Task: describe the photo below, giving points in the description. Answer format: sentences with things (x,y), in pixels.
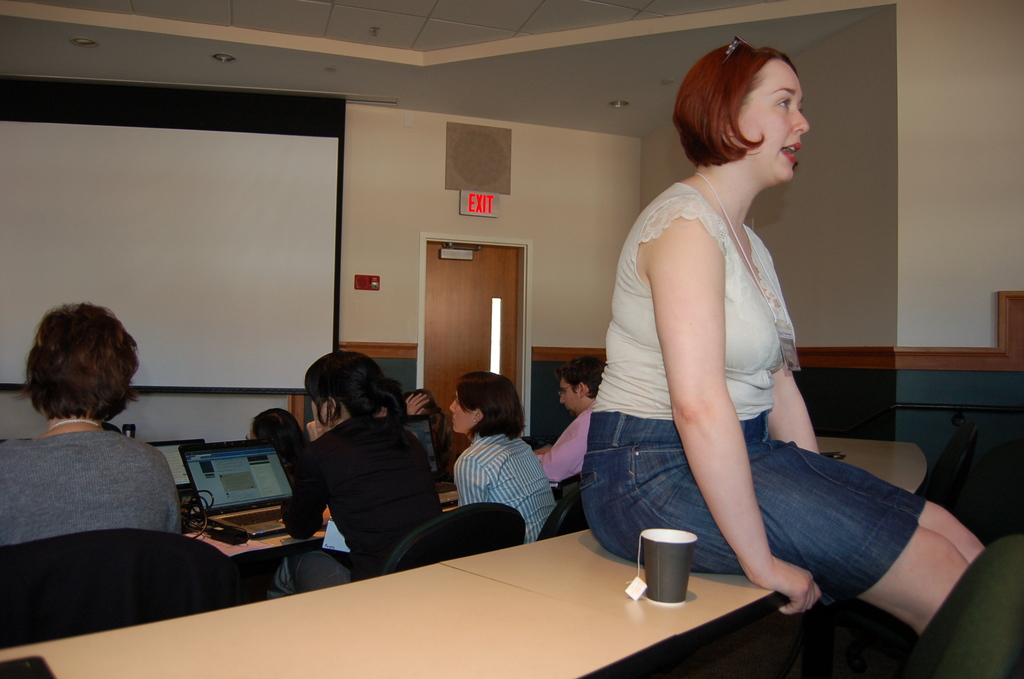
A picture is taken inside the room (683,373). In the image there is a woman (635,496) on right side (699,355) who is sitting on bench (523,616). On bench (614,589) we can see a glass (669,574), laptop (276,532), wires (199,506) and there are group of people (510,492) who are sitting on chairs (145,546). In background (173,277) there is a board (162,249) which is in white color and a door (444,294) which is closed, wall (557,223) and there is roof (372,15) on top (381,4).
